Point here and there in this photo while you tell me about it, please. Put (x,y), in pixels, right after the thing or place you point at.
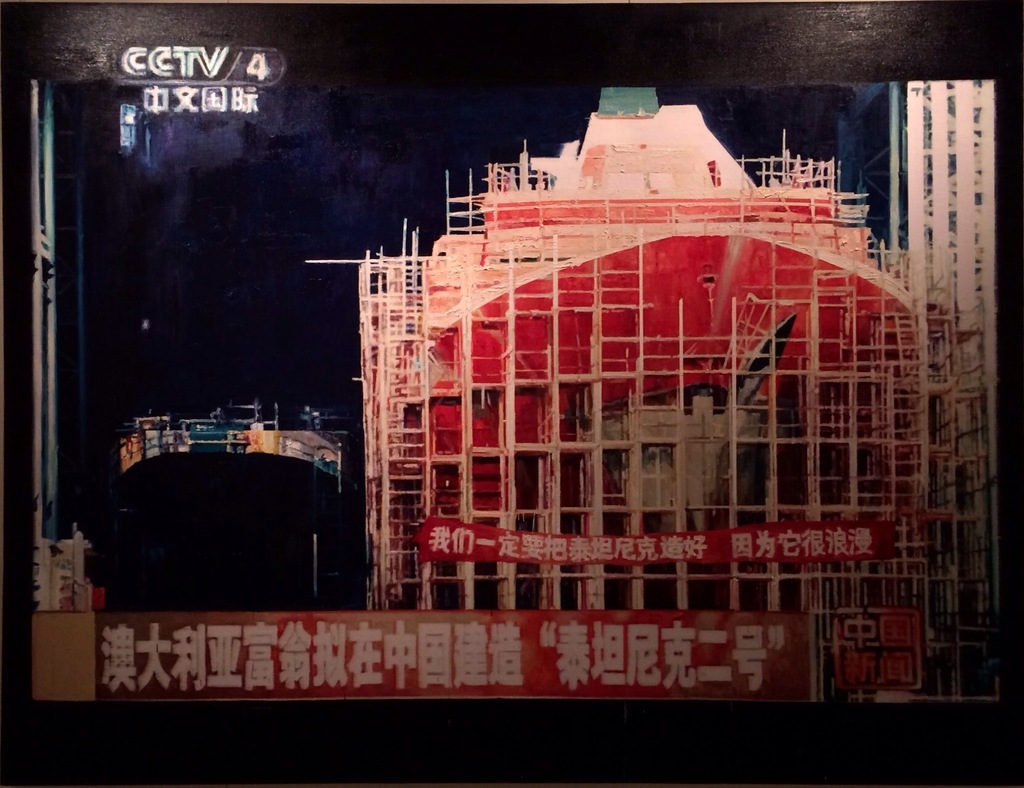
In this picture there is a poster (846,84), on the poster (197,583) there is Chinese script (529,547). On the top (82,21) and the bottom there is black surface (577,78).
